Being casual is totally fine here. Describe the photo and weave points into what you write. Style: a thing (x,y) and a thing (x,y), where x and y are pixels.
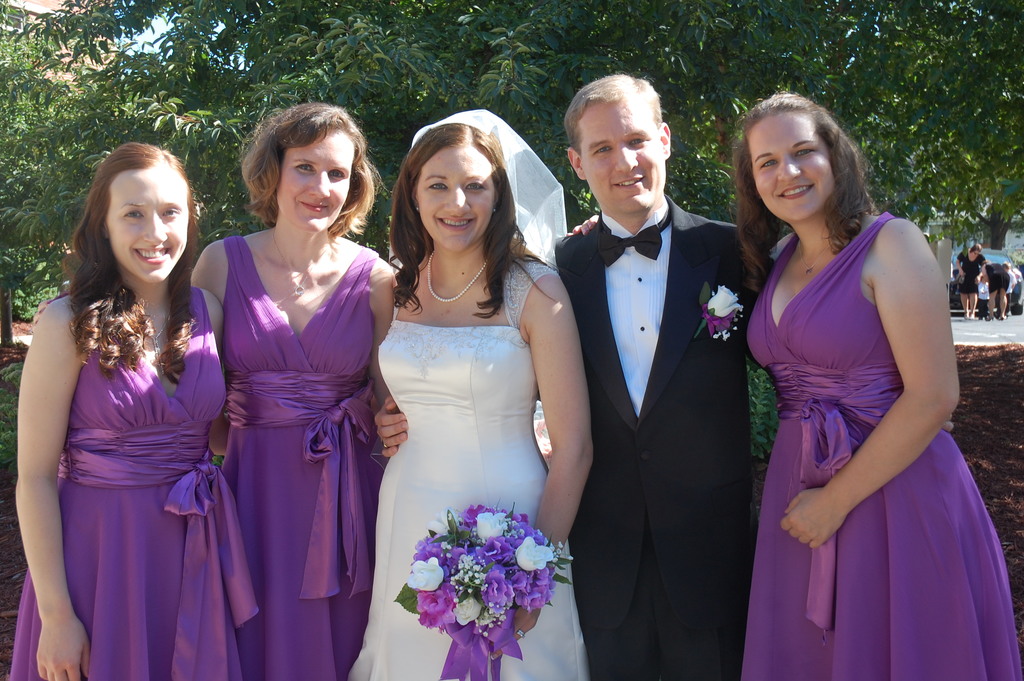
In the center of the image (394,258) we can see people (621,419) standing. The lady (520,627) in the center (464,386) is holding a bouquet (498,578) in her hand (525,611). In the background (254,103) there are trees (583,73) and we can see people (989,285).
